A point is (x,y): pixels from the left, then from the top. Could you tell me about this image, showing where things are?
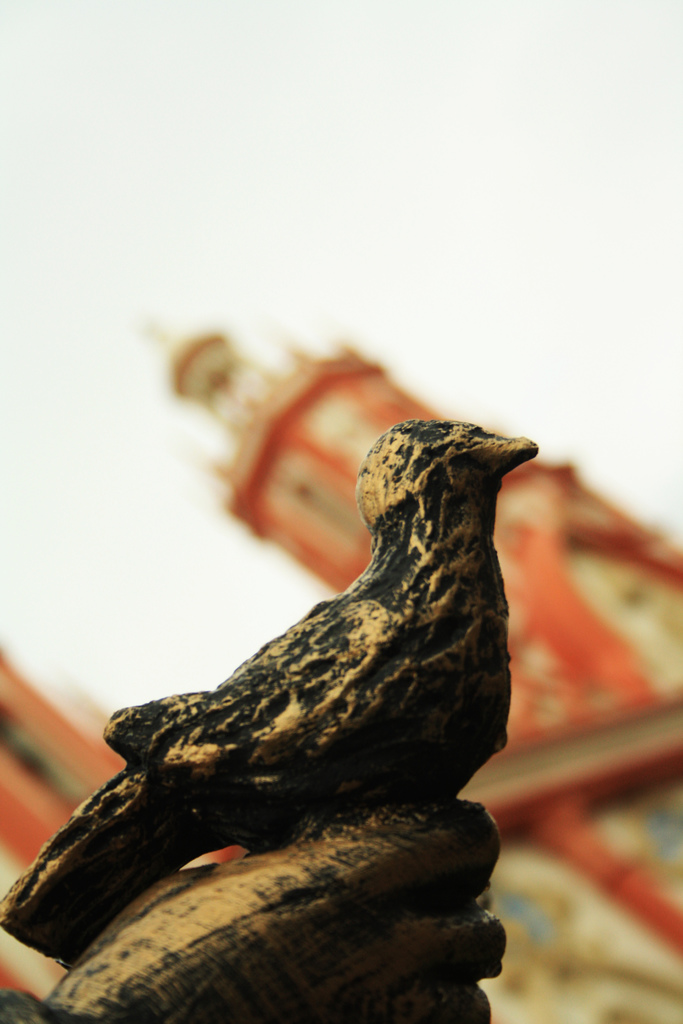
In the center of the image (385,655) we can see a statue (225,748). In the background of the image (269,475) we can see a building (80,780). At the top of the image (294,65) we can see the sky (394,29).
